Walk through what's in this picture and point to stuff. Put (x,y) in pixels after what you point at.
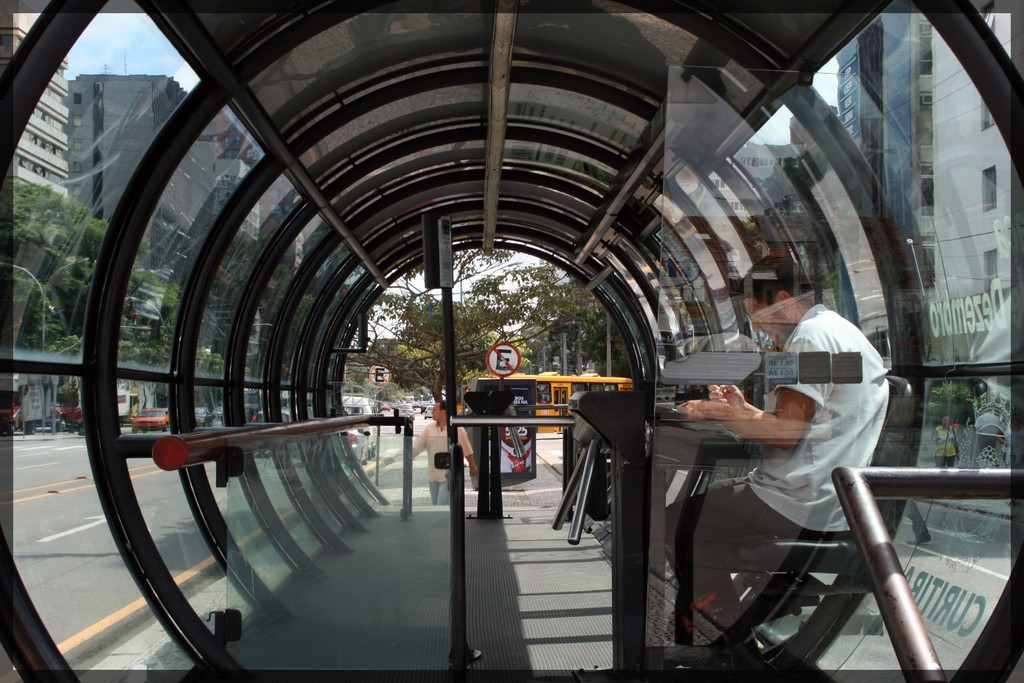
In this image, we can see a modern bus stop (611,247). There is a person (801,425) in the bottom right of the image (816,537) sitting on the chair (838,540). There are buildings (185,162) on the left (43,183) and on the right side of the image (894,163). There are trees (488,343) beside the road (23,521).
